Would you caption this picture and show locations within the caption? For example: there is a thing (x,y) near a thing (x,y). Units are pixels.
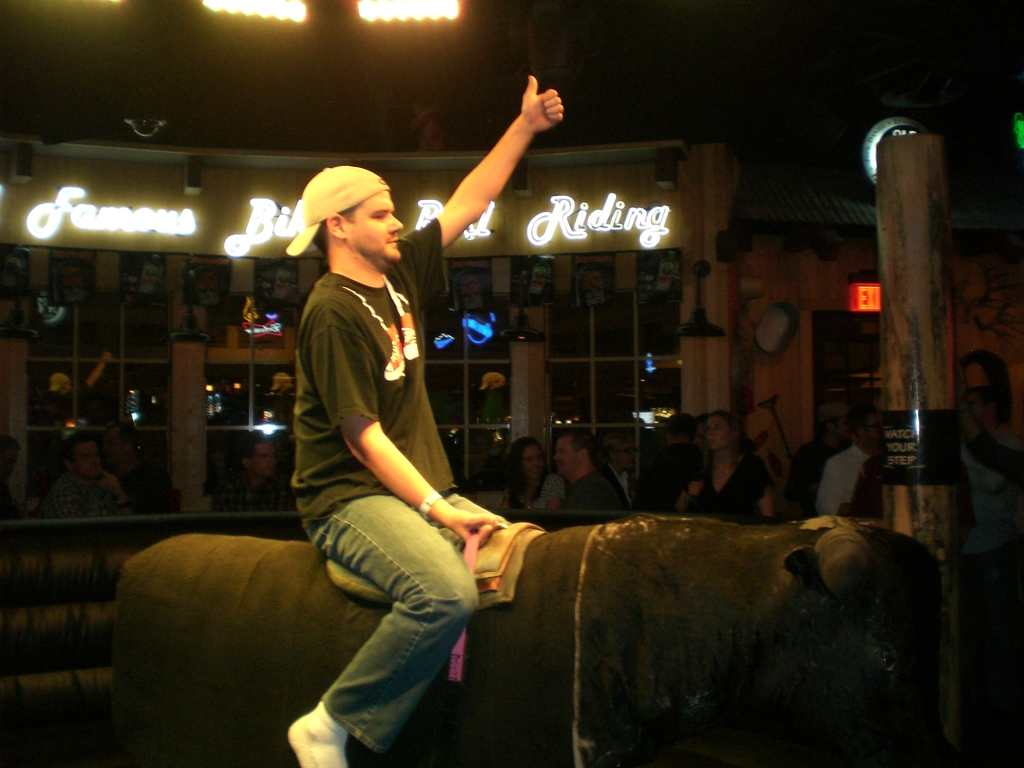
Here we can see a person (328,742) playing rodeo bull game (341,642) and he wore a cap (318,178). In the background (132,496) we can see few persons (1014,519), pillar (893,149), boards (154,219), lights (123,221), and glasses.
